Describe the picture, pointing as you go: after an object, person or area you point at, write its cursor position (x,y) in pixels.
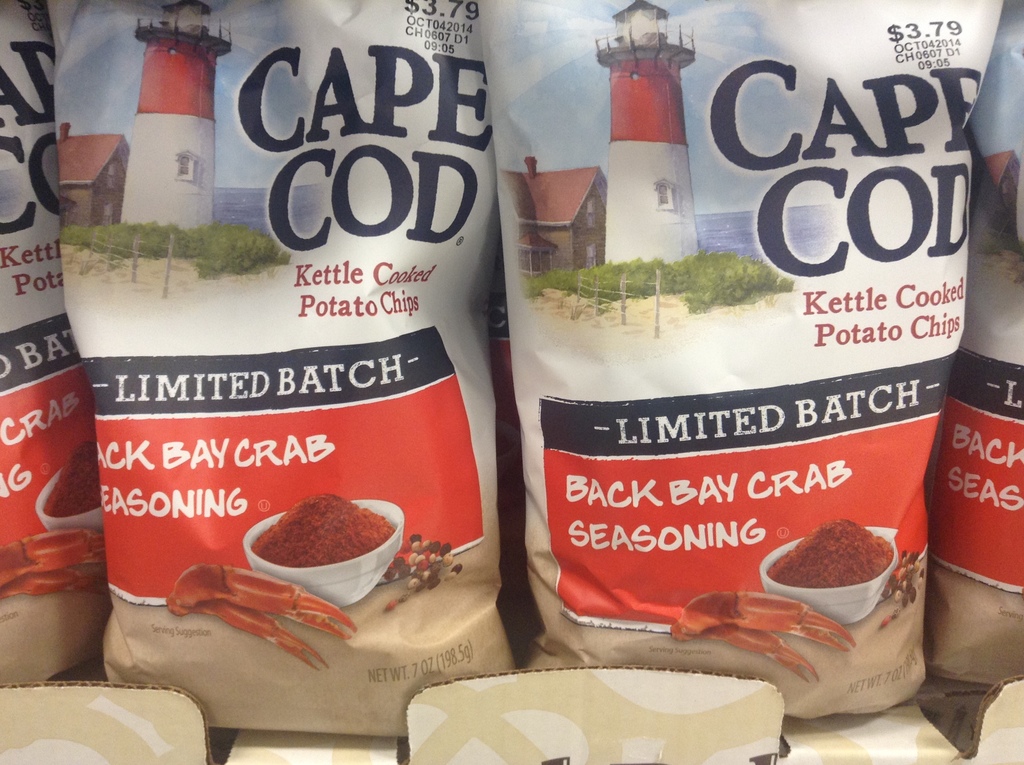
In this picture I can see the bags (509,414) which are kept on the carton boxes (734,727). In the back (694,108) I can see the picture (694,124) which showing the light tower (623,169), river (699,240), sky (754,151), building (585,219), fencing (597,296) and grass (613,296). At the bottom of the bag (845,582) I can see the bowl (775,554), chili powder (849,556) and crab claws (733,623).
